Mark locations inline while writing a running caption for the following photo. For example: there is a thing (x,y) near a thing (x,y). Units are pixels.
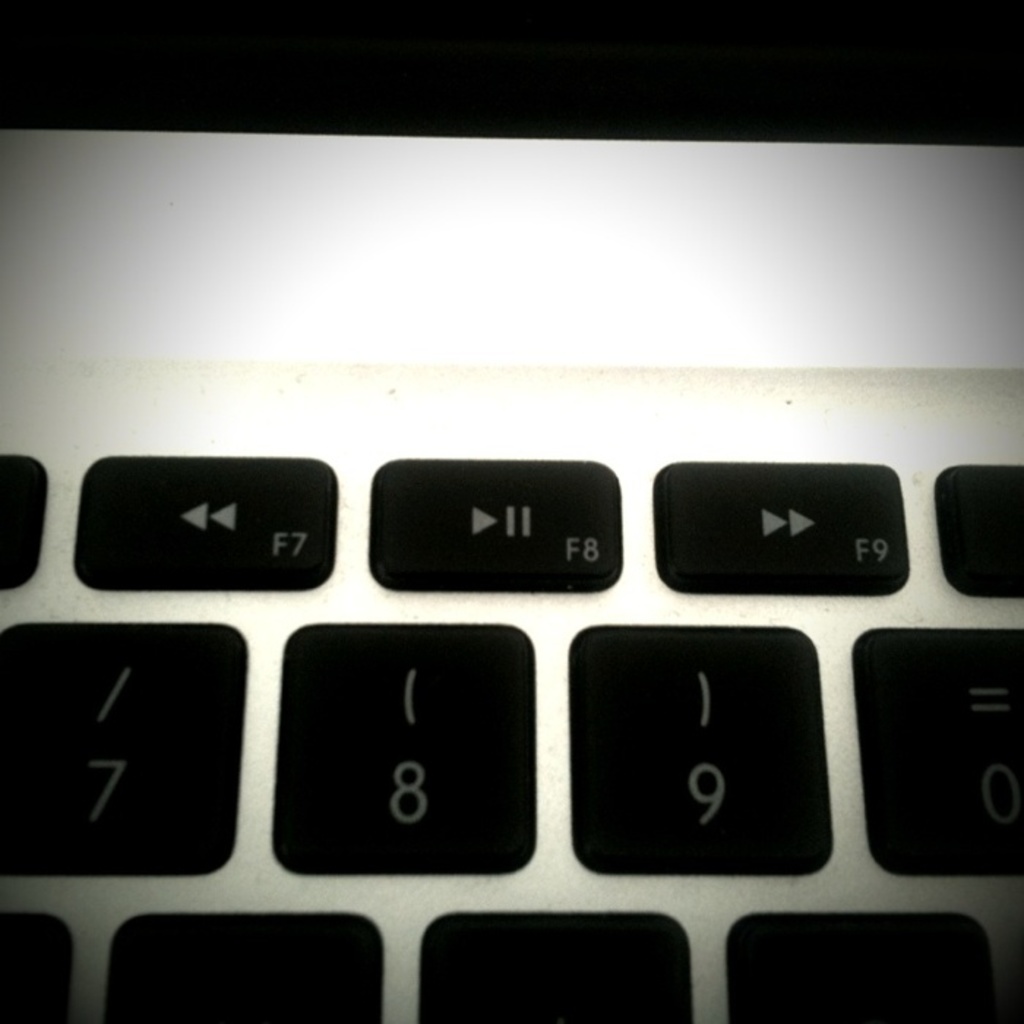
In this image we can see a keyboard (876,501) with some keys (276,921) and numbers (113,782) on it.
